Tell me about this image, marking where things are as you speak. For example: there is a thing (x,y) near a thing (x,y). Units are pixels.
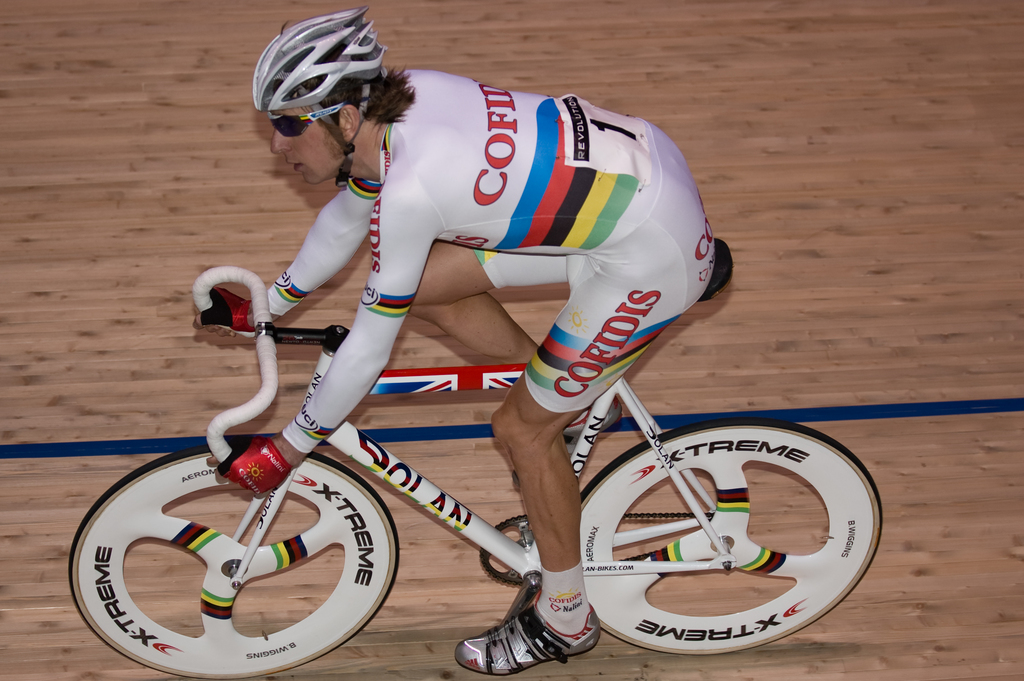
In the middle of the image (370,310) a man (443,207) is riding on the bicycle (834,554). At the bottom of the image (873,658) there is a floor (950,323).
